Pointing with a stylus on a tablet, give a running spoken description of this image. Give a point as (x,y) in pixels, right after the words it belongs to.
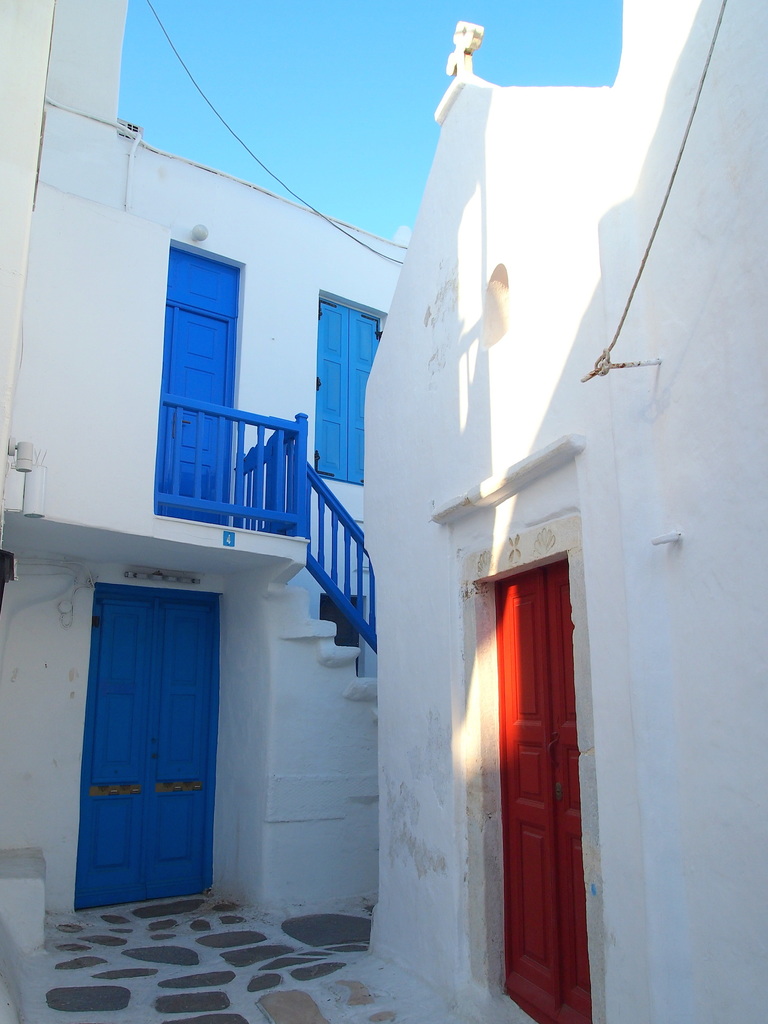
In this image, we can see buildings (627,329) contains doors (119,626), staircase (337,589) and window (341,417). There is a sky (349,82) at the top of the image (359,19).
